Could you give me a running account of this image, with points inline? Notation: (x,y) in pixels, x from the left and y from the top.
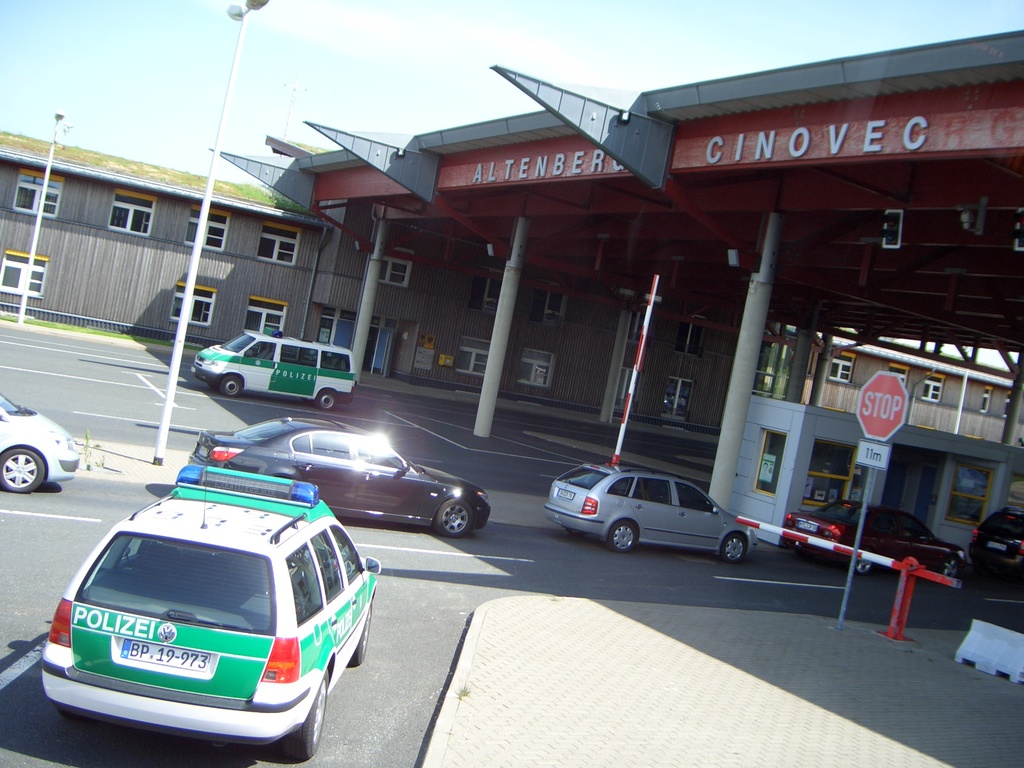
In this image we can see a toll plaza (554,254), we can see a building (591,361) with few windows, door (370,369) and at the top of the toll plaza (606,152) we can see a name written on it, there we can see a few vehicles (296,453) on the road (816,587), a signboard (878,446), a gate (911,590), few pillars (1007,435), few lights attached to the poles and the sky (314,27).
